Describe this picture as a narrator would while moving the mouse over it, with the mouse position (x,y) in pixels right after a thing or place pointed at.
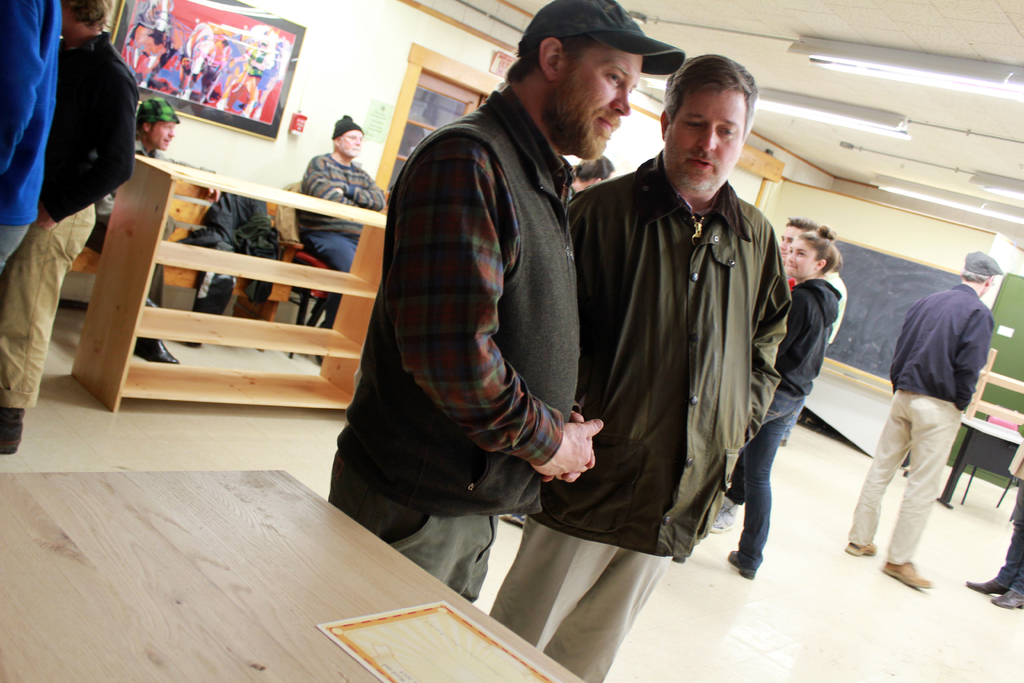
In this image we can see some people (1022,475) standing on the ground (989,485). Two men (330,253) are sitting on chairs (316,294). In the left side of the image (328,271) we can see a certificate (441,624) placed on the table (134,647), some racks (162,398) and a frame (263,47) on the wall (315,78). On the right side of the image (874,360) we can see a board (871,355) on the wall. In the background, we can see windows (409,142), a board (500,62) with some text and some lights (937,63) on the roof (791,34).
